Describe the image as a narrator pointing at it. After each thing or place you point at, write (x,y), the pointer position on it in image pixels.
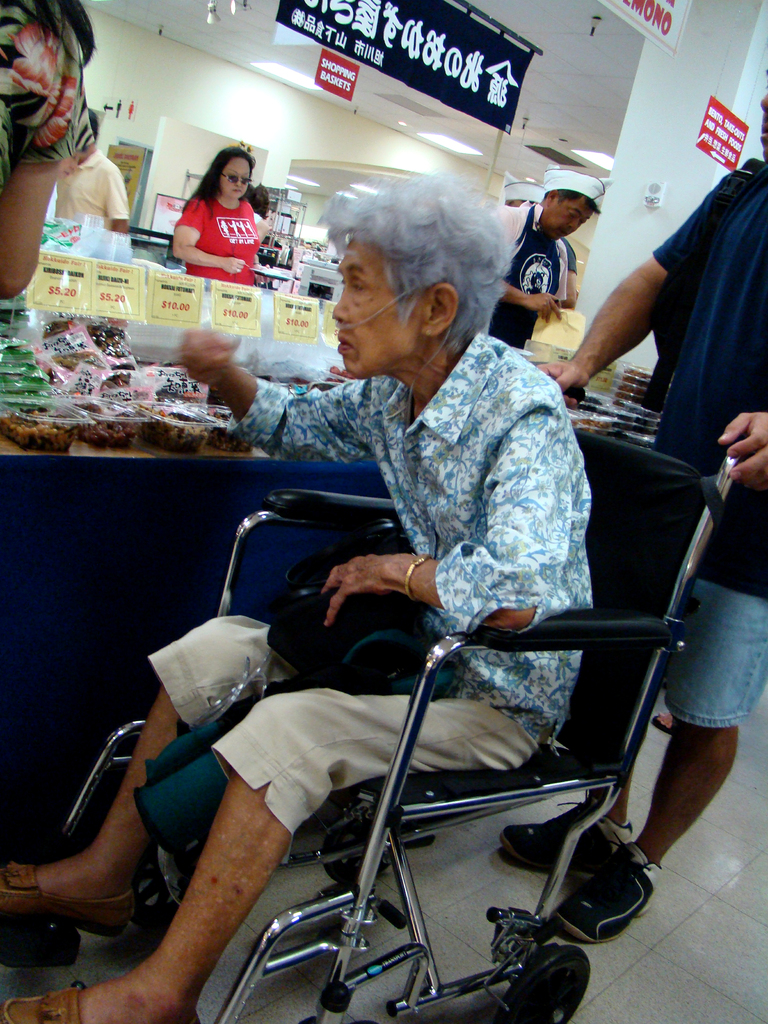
In the image in the center (393,352), we can see one person (678,709) standing and holding wheelchair (643,711) and one person (498,706) sitting in the wheelchair (665,655). In the background (668,132) there is a wall (317,138), banners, packets (266,371), sign boards (283,337), few people (208,213) are standing and few other objects (35,276).
